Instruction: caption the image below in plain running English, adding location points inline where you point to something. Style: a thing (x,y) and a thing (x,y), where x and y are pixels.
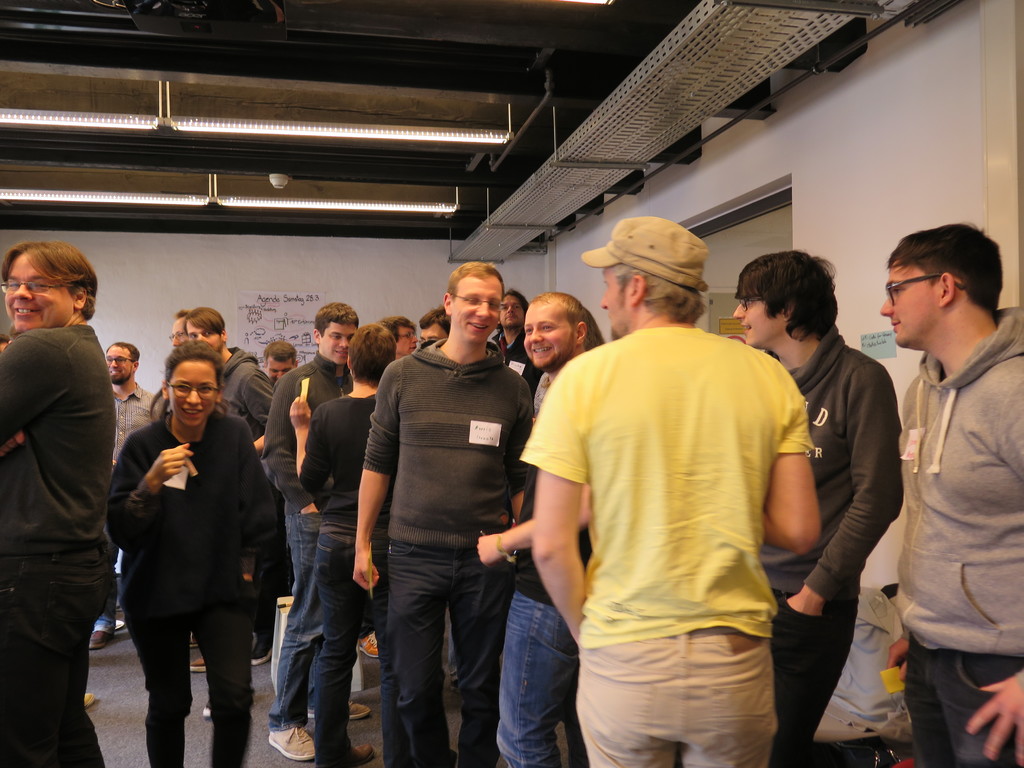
In the image there are many people (352,381) standing and talking to each other. And behind them there is a wall (856,200) with posters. And to the top of the image (458,56) there is a roof (187,95) with tube lights (62,114) and rods (593,144).
